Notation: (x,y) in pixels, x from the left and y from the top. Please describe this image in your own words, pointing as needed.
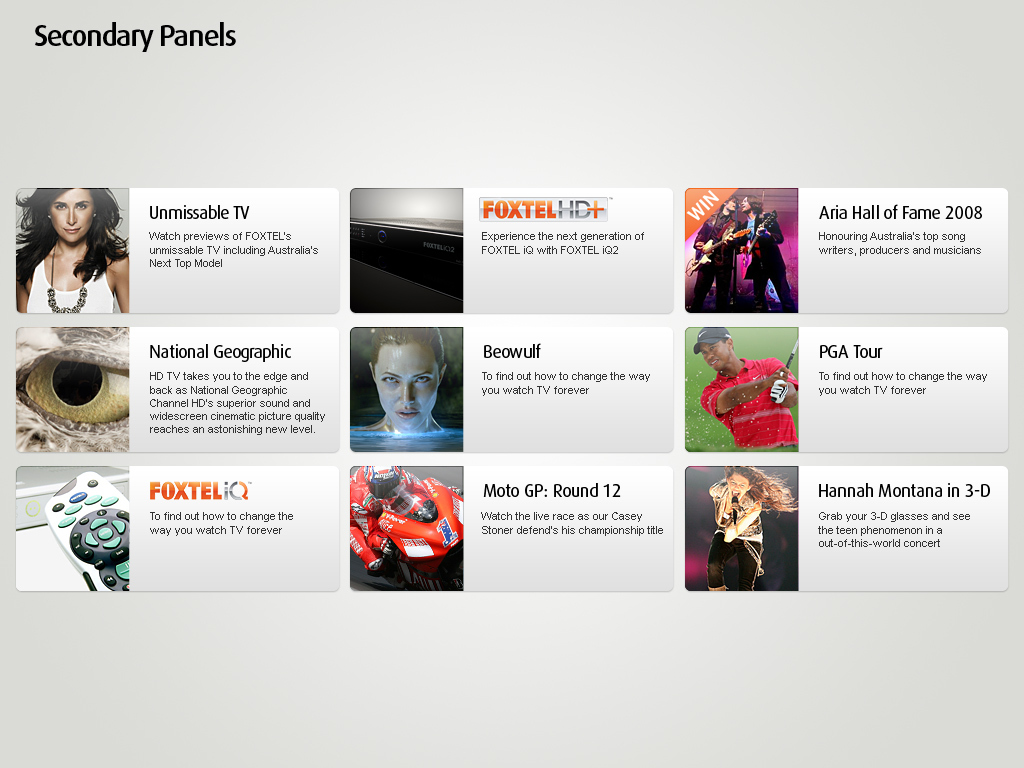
This looks like a tv screen (677,753). In this picture there are people (382,342), text (234,522), remote (80,487), bike (396,504), eye (80,380) and other objects (381,251). At the top (79,35) there is text (113,32).
